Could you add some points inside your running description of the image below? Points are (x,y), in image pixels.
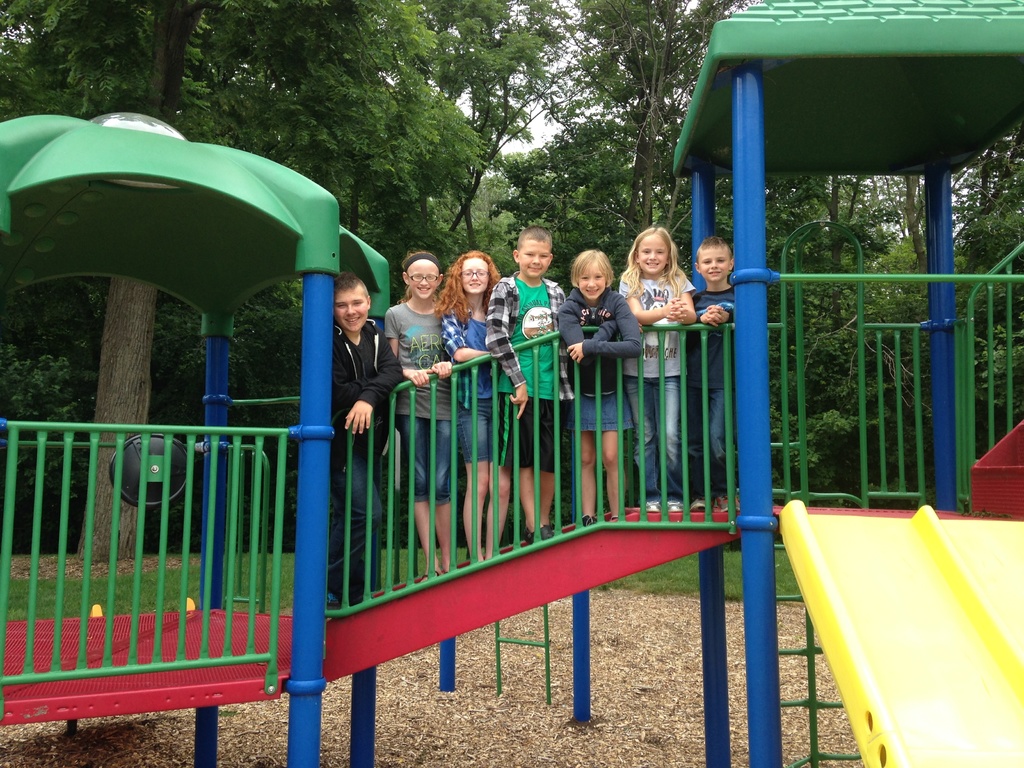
In this image I can see there are few children's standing on the staircase (350,451) and I can see a green color tents (882,114) visible at the top (582,63) I can see trees (489,105).
